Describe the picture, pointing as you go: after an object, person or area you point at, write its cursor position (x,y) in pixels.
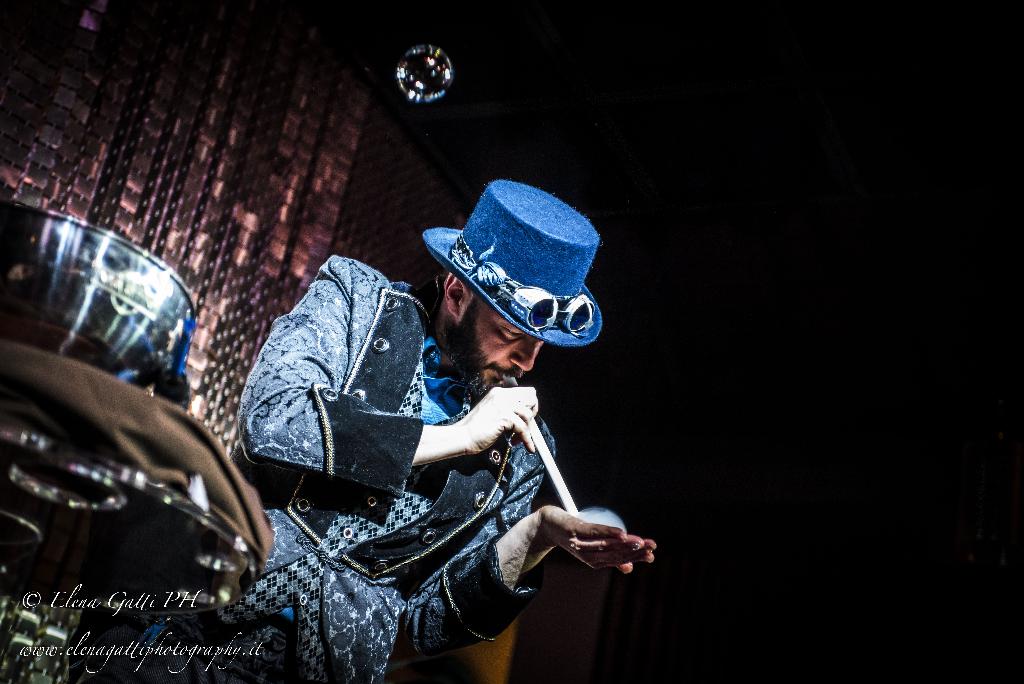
In this image there is a person (365,326) wearing hat (512,313), holding an object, at the top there is a bubble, on the right side (761,239) I can see darkness (666,378), on the left side (21,222) may be there is the bowl (49,268) kept on the table (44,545), in the bottom left (73,596) there is a text (23,602).
